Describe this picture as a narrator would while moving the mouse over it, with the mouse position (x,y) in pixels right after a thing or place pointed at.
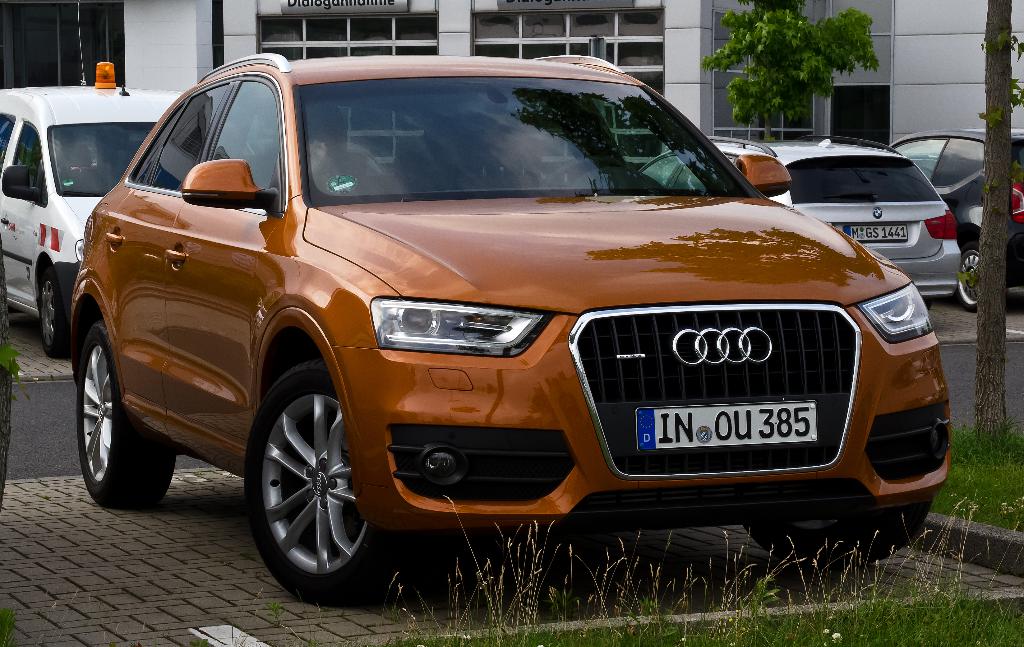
In this image we can see a brown color car (419,299) on the front side (477,244). And back side white color car (57,119) on the left side (86,166) and ash color car (936,219) on the right side (899,172). And at the middle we can see the black road (38,400). In the foreground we can see grass (826,567) at the right side (728,624) corner.
